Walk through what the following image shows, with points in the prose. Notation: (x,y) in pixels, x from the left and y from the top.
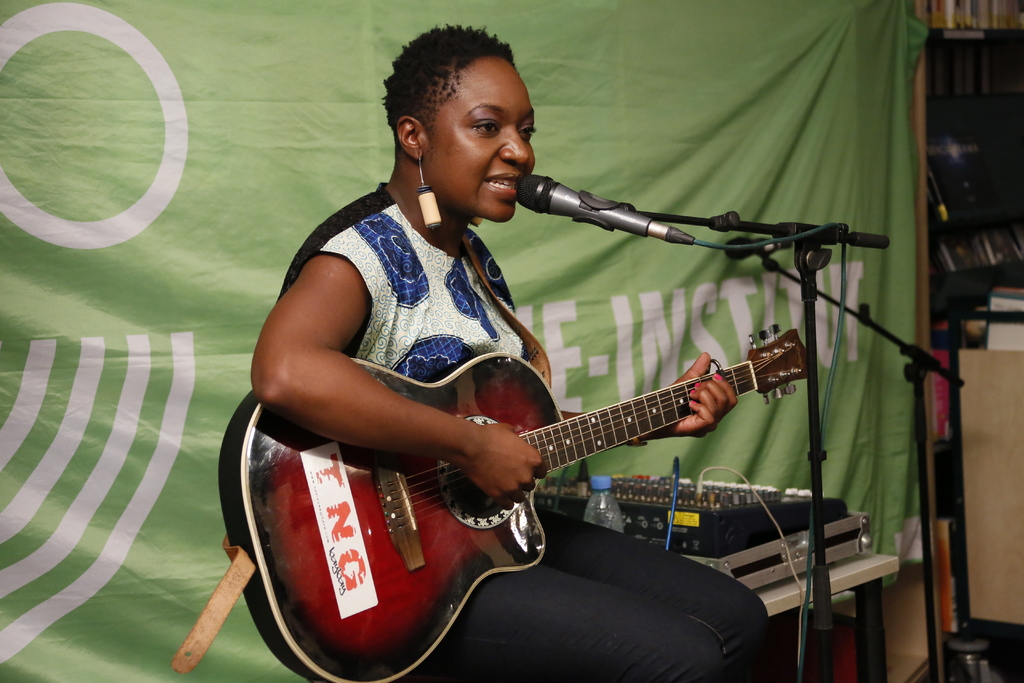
In this picture we can see one woman (462,617) is sitting and playing guitar (422,462), she is singing the song in front of the microphone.
